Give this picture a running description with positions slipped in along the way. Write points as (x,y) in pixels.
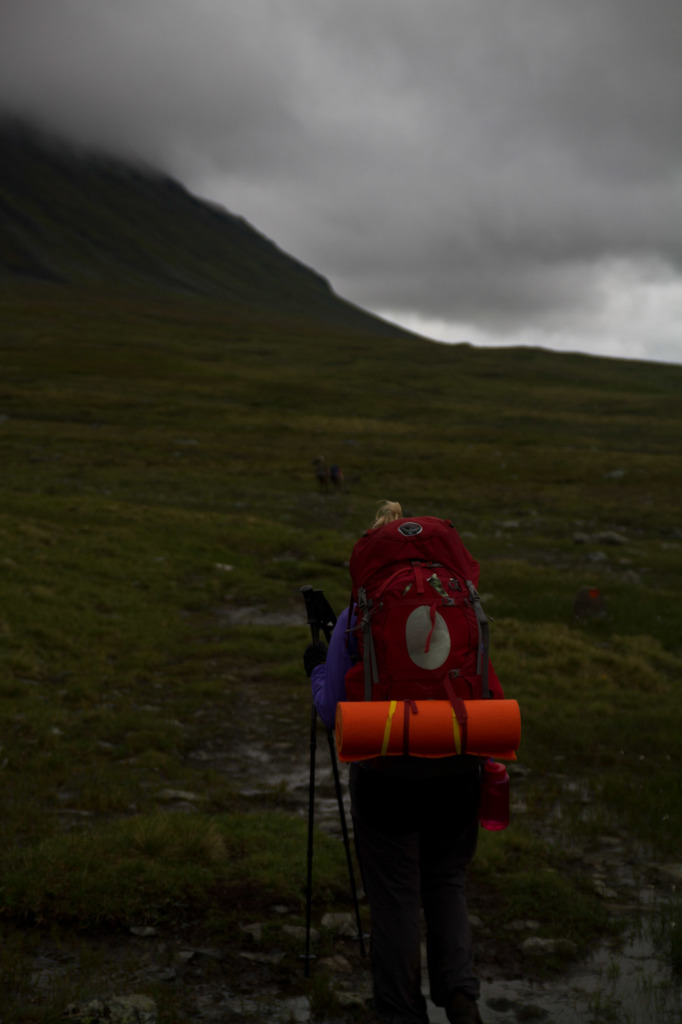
In this image we can see a woman (455,770) carrying a bag (432,667) with a roll (442,743) and the bottle (491,794) is holding sticks (328,712) in her hand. On the left side of the image (50,289) we can see a hill (260,316). At the top of the image (396,305) we can see the cloudy sky (470,212).
